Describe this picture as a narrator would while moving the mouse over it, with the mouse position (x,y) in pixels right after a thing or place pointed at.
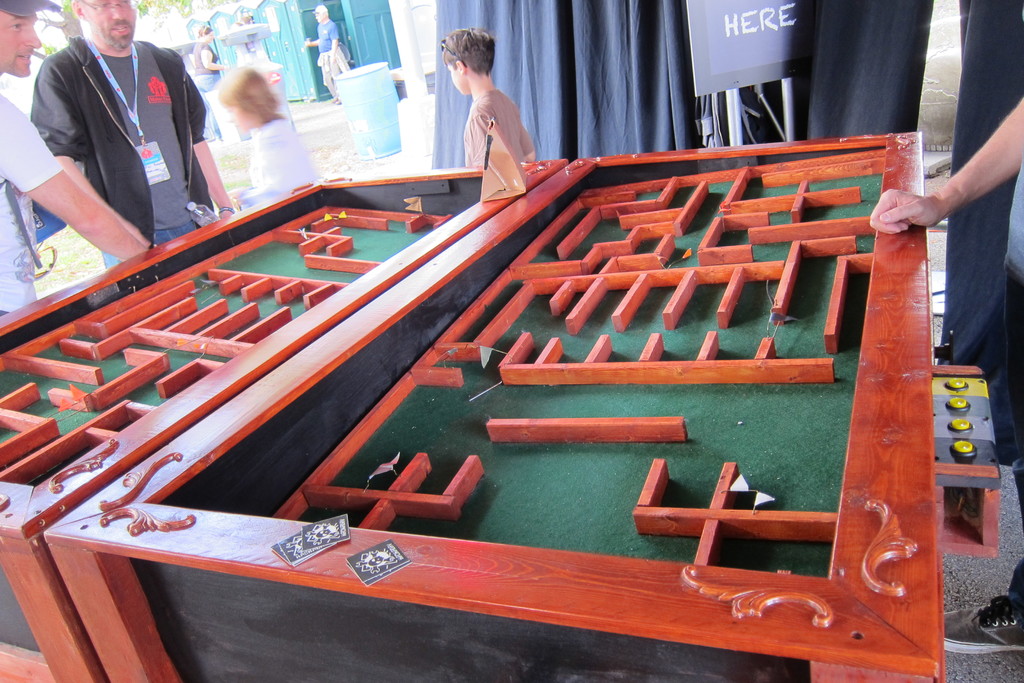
In this picture we can see some persons (186,99) standing in front of a maze table (474,350) and in background (441,123) we can see person (322,17) standing at booth (344,38), curtain (623,57), banner (809,35), tree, drum (347,75).
